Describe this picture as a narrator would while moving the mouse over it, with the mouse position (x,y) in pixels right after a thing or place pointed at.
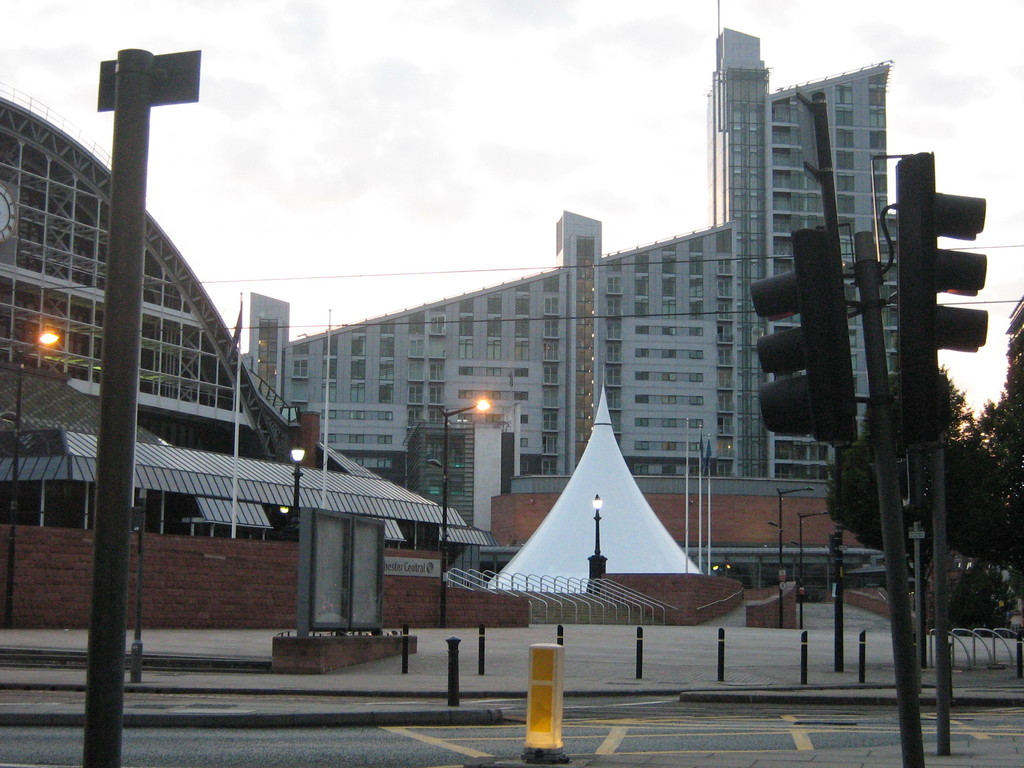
This picture shows few buildings (591,338) and we see trees (974,486) and traffic signal lights (933,169) to a pole (868,320) and we see few pole lights (600,507) and we see a cloudy sky (457,160) and we see few flagpoles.
